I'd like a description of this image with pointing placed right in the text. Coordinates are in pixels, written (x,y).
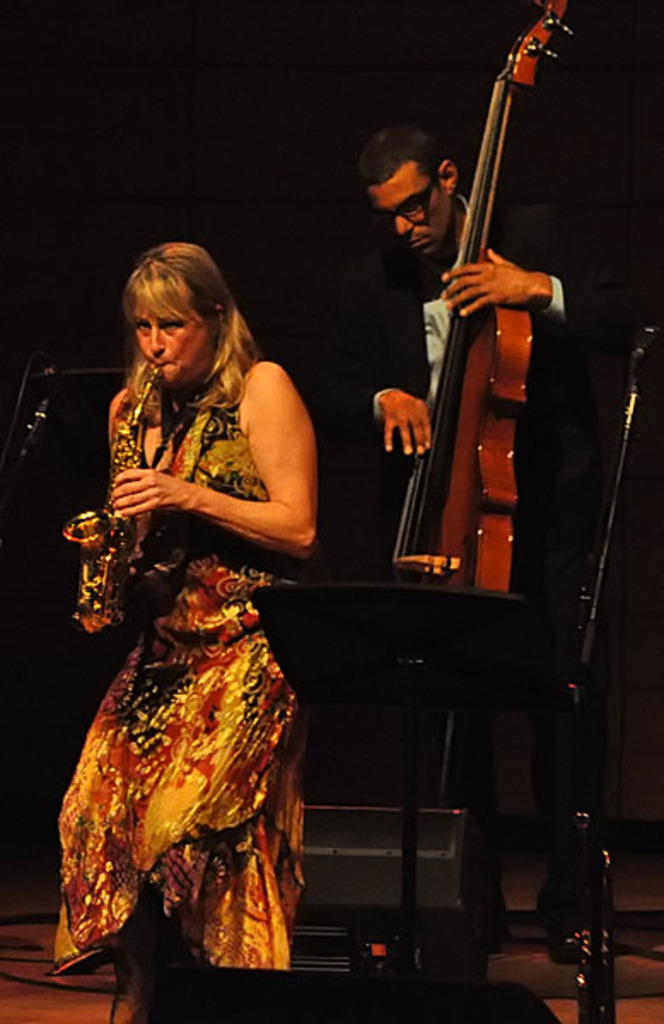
In this picture there is a lady (210,655) on the left side of the image (135,511), by holding a saxophone (89,559) in her hands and there is a man (401,163) who is standing on the right side of the image (517,285), by holding a double bass (512,399) in his hands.
